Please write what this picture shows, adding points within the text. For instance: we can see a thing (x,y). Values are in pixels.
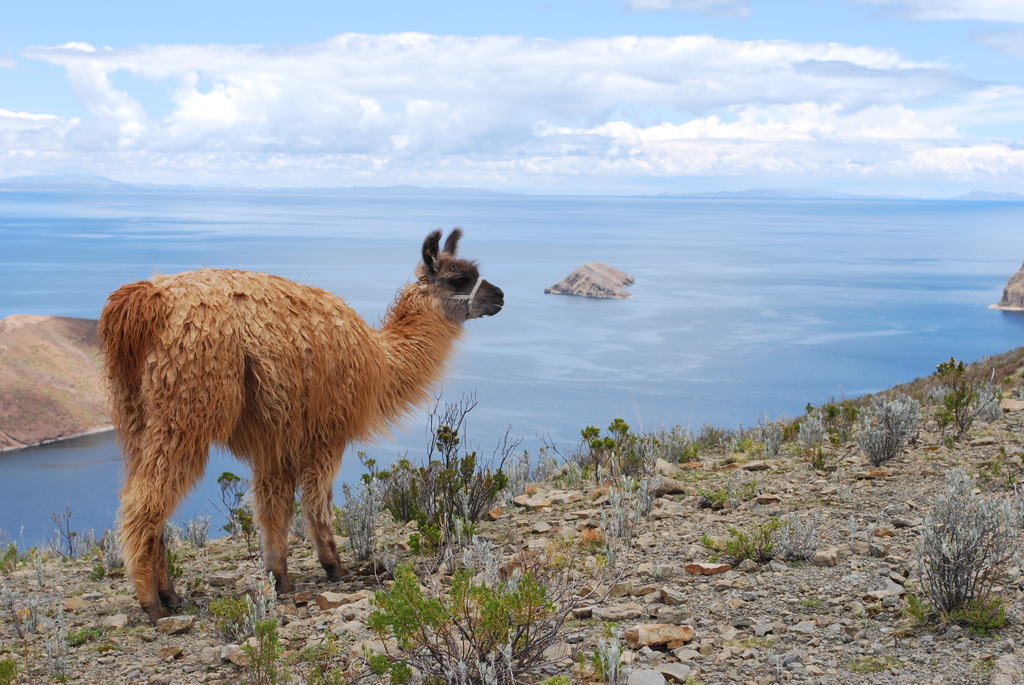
This image is taken outdoors. At the top of the image (381,97) there is a sky (681,98) with clouds (822,86). At the bottom of the image (367,623) there is a ground (724,576) with a few plants (250,632) and pebbles (702,631) on it. In the middle of the image (591,351) there is a sea (229,229) and there are a few rocks (592,281). On the left side of the image (161,343) there is a llama (273,458) on the ground (207,592).
